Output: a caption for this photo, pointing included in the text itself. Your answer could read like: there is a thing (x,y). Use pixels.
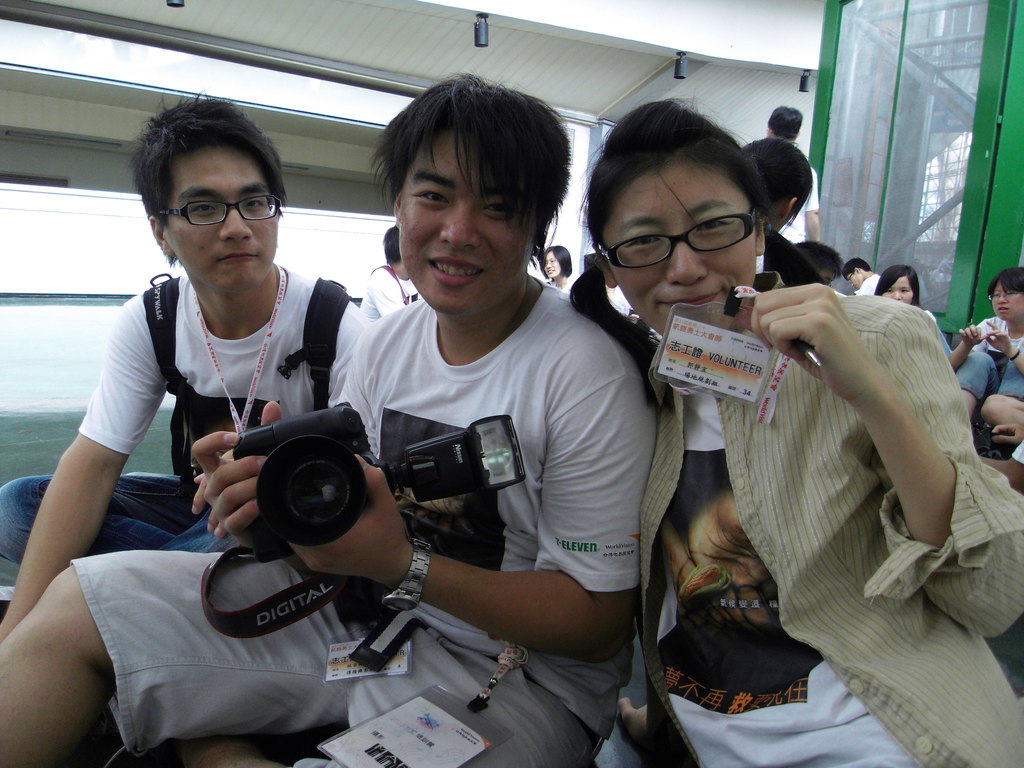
Here we can see two men (414,403) and a woman (694,200) are sitting on a platform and the middle person (378,619) is holding a camera (489,427) in his hands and we can see ID cards (425,758) and the left side man (218,355) is carrying a bag (302,354) on his shoulders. In the background (758,171) there are few persons (775,169) sitting and a person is standing and there is a glass door (939,83), lights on the roof (460,61). Through the glass door (900,102) we can see poles (898,143), pipes (929,101) and metal objects (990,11).
